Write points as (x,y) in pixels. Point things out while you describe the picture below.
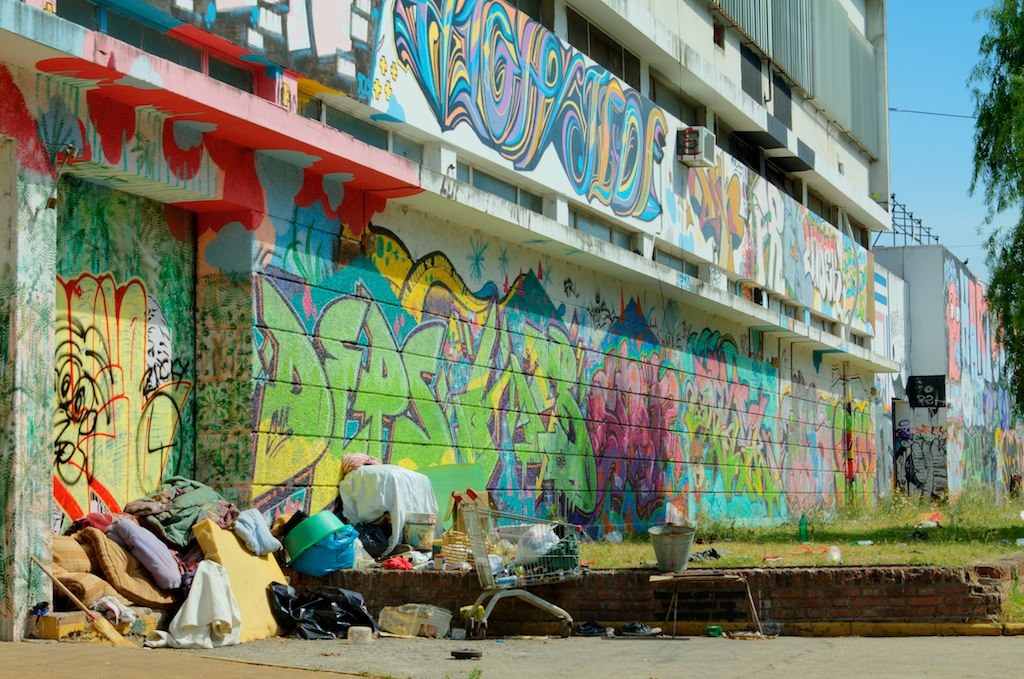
In the picture I can see the building (808,147). I can see an air conditioner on the wall (678,188) of the building (454,434). I can see the graffiti (652,361) on the wall (702,361). There is a tree (1011,111) on the right side (1019,129). I can see the mattress (65,560), a wooden stick (68,590), plastic covers (324,545), luggage trolley (476,548) and metal bucket (676,557).
